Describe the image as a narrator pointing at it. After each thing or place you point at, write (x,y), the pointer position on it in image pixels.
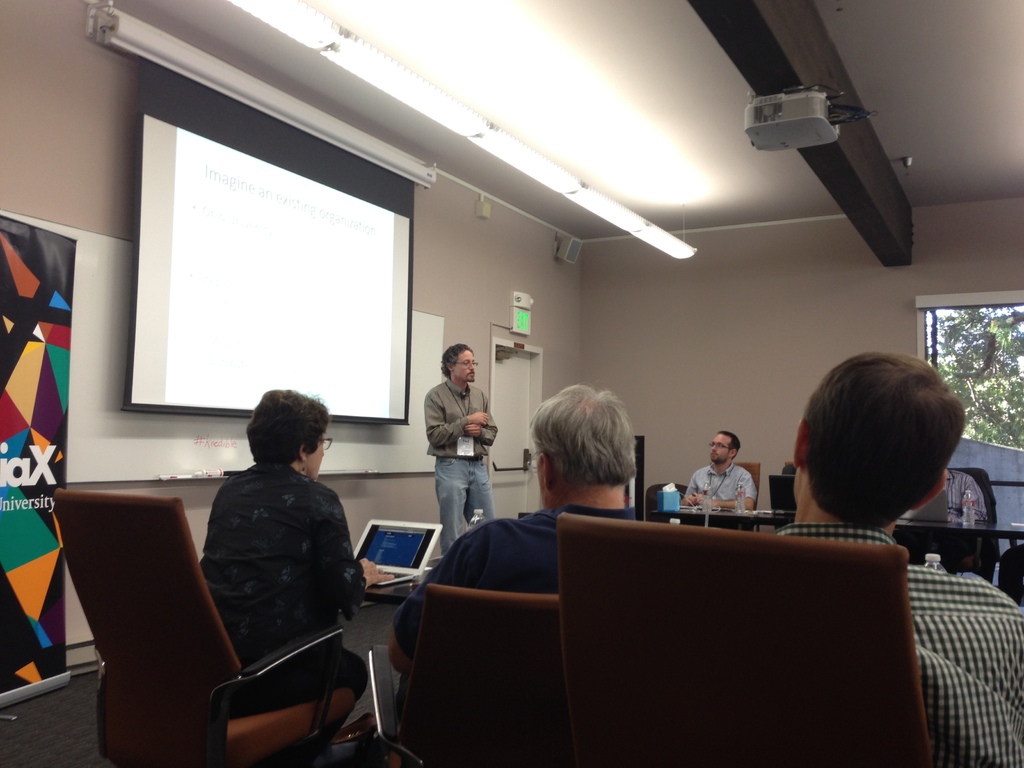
In this image, I can see few people (318,550) sitting and a person (460,508) standing. I can see a table (724,510) with laptops (778,509), water bottles (968,502) and few other things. At the top of the image (467,114), I can see the tube lights (470,115) and a projector (775,97) hanging to the ceiling (586,96). This is the screen (214,358) with the display (230,363). On the left side of the image (18,545), I can see a banner (39,635), which is placed on a floor (52,723). This is a board (131,447), which is behind the screen (164,393). I can see a door (510,409), which is beside a person (466,445). On the right side of the image (1007,436), I can see a window (941,327) with a glass door (1013,380).
